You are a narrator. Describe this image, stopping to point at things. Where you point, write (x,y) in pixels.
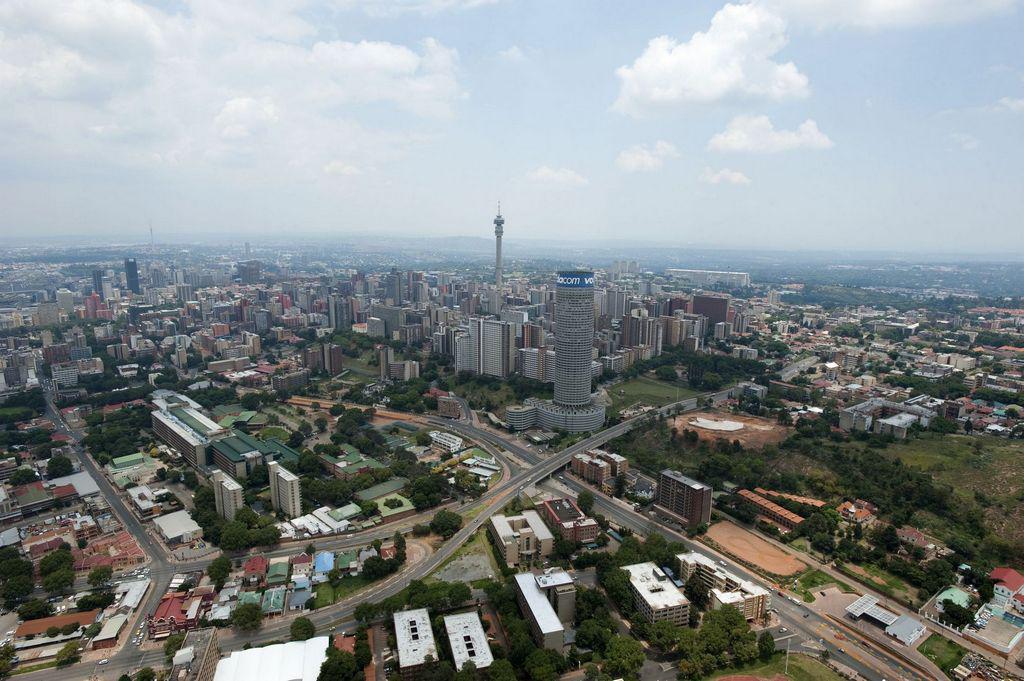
In this picture there is a top view of the whole city (499,567) with many building (659,567) and road (604,440). Above we can see the sky (570,148) and clouds (812,122).
